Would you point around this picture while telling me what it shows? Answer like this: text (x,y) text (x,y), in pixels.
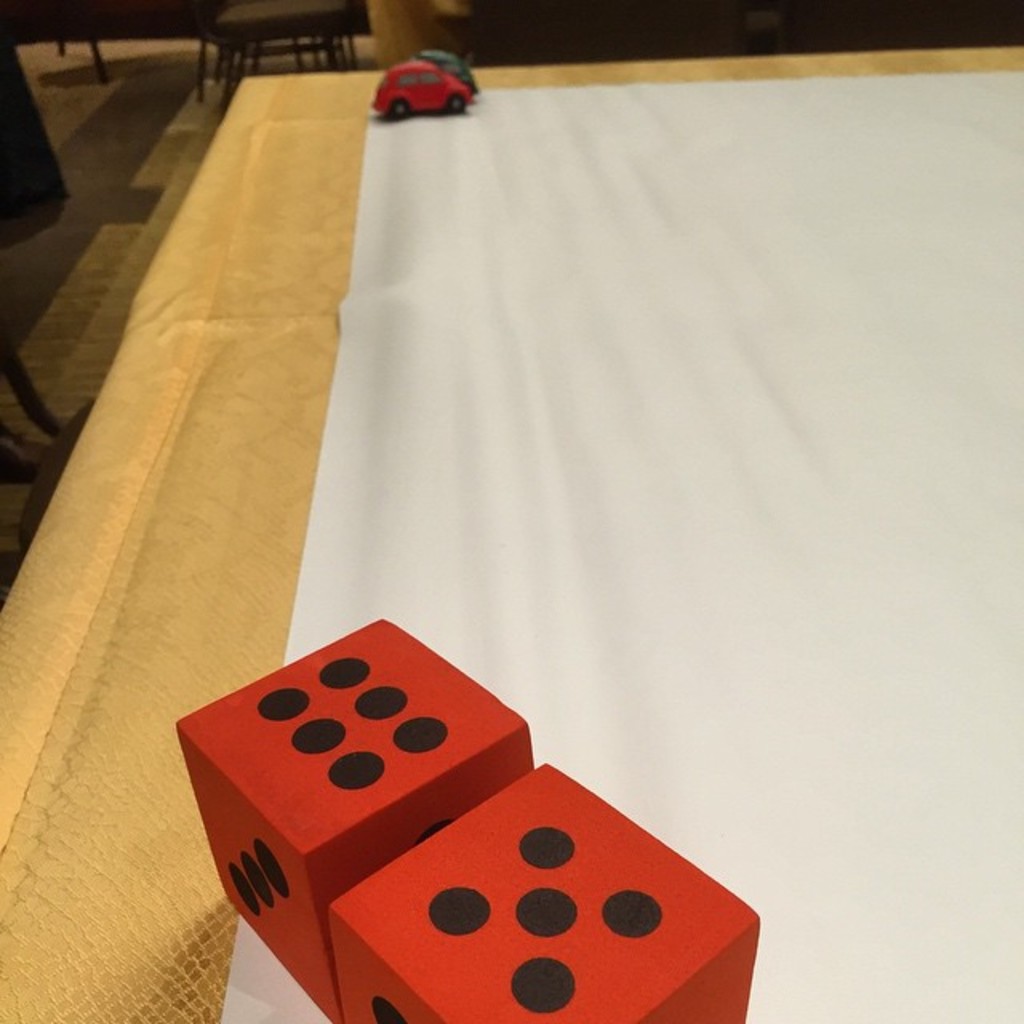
In this image there is a white cloth (700,416), there are two cars (428,76) on the surface (328,83), two dice (416,858) on the surface (483,69).
